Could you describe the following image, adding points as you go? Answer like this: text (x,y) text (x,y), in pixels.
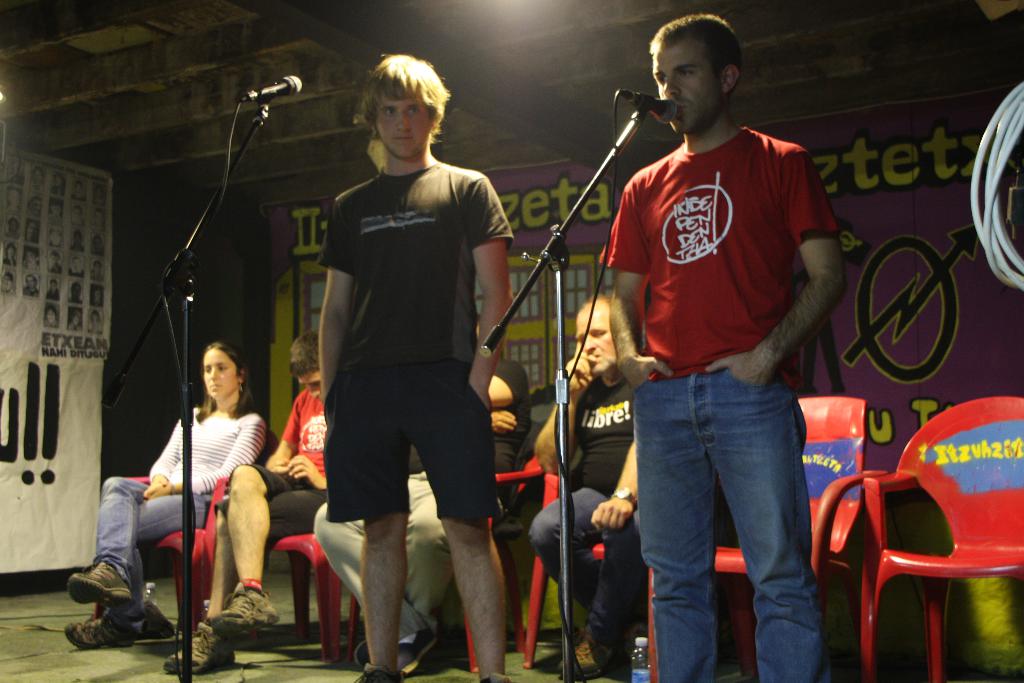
In this image there are group of persons (390,387) sitting and standing. In the front (682,134) there are mics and there is a person (702,368) standing and singing, wearing a red colour t-shirt (713,292). In the center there are empty chairs (871,480). In the background (881,277) there are boards (923,298) with some text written on it and on the right side (995,203) there is an object (991,190) which is white in colour.
